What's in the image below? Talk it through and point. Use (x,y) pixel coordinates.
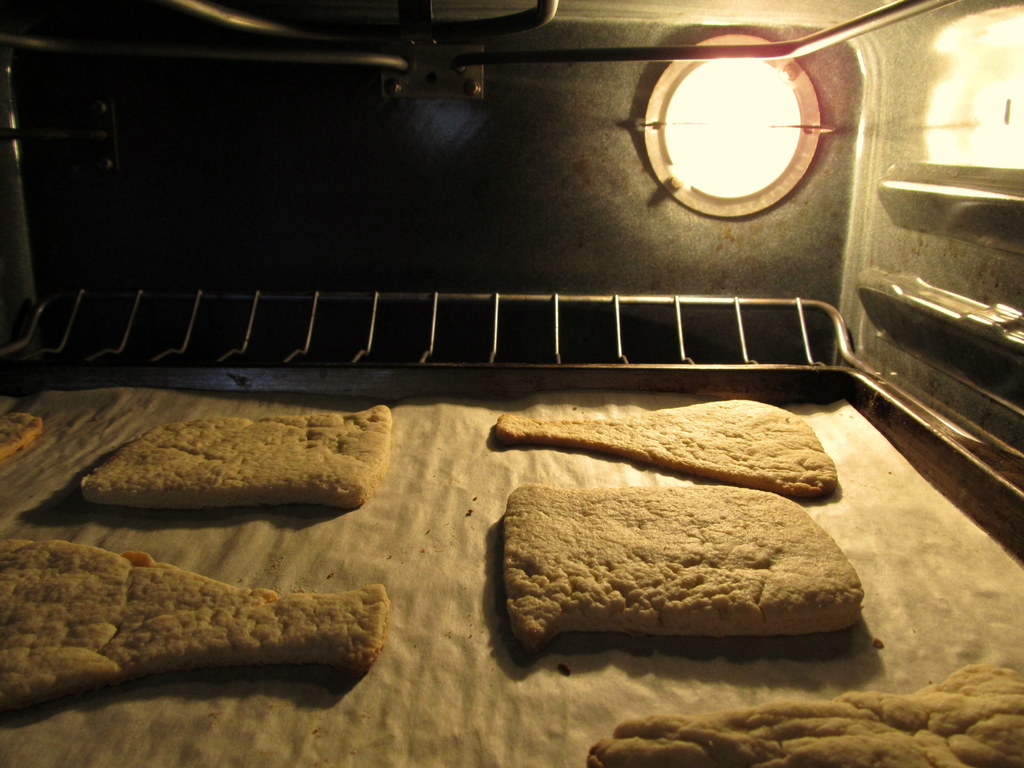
In the picture we can see a tray (187,568) with white cloth (924,650) on it and some cookies (711,553) on it and behind it we can see a light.
